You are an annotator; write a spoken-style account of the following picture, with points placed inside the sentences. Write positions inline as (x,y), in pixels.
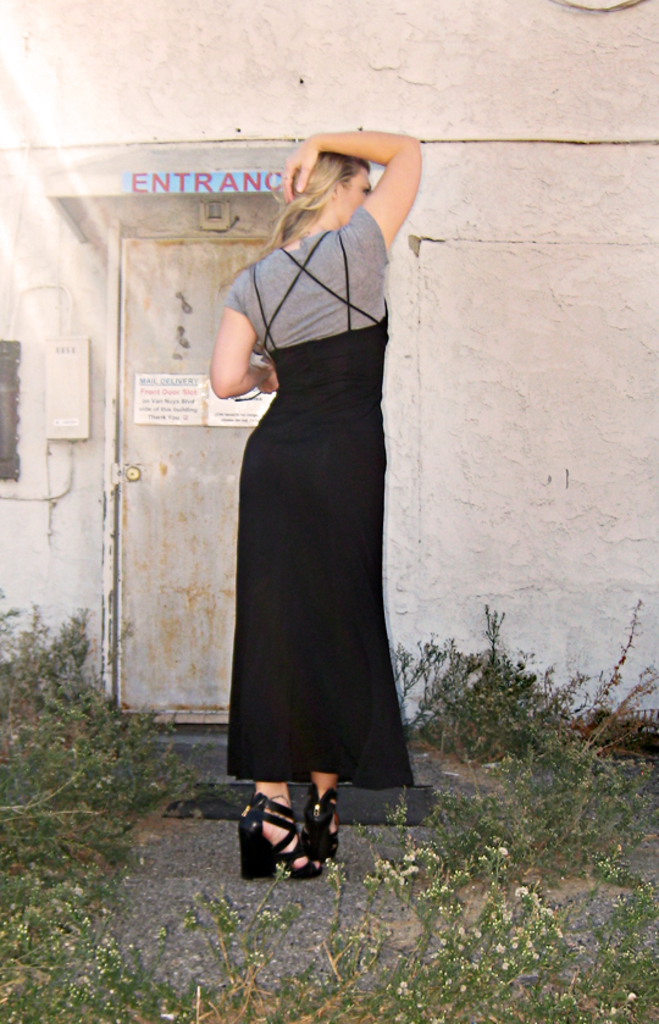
In this image I see a woman (299,378) who is wearing grey and black dress (335,352) and I see that she is standing and I see that she is also wearing black heels (298,821) and I see plants (25,708). In the background (478,552) I see the wall (641,571) and I see the door (205,263) over here and I see a word (230,176) written over here.
